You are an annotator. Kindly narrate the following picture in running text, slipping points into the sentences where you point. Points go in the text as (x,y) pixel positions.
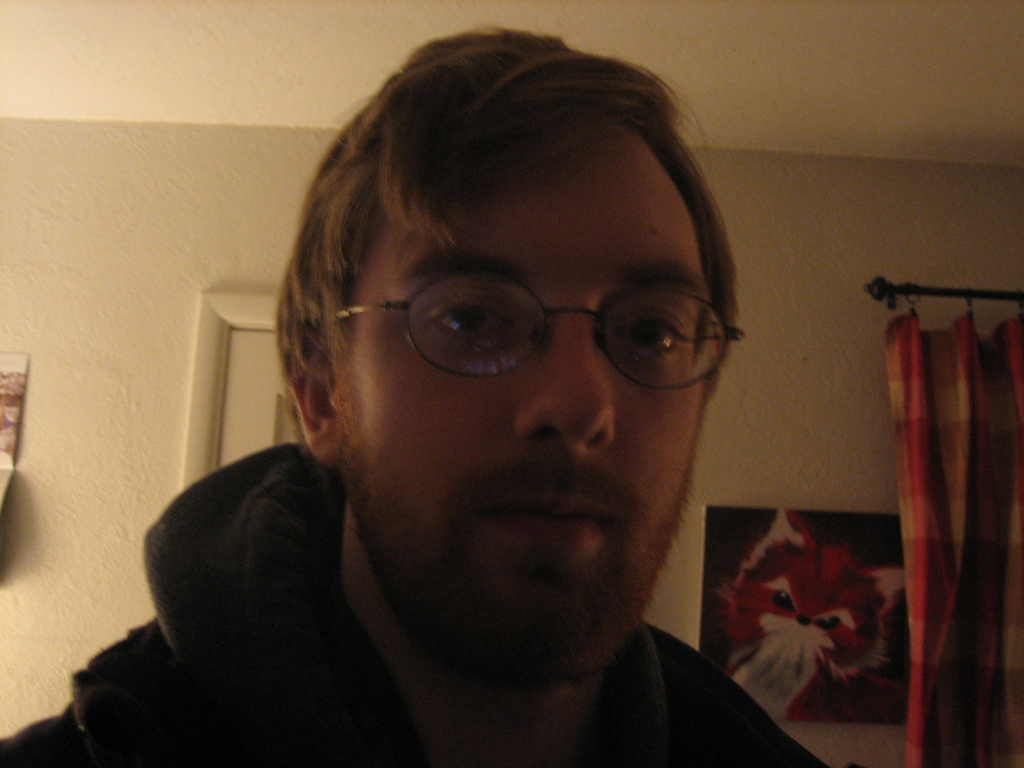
In this image in front (554,165) there is a person (495,236). Behind him there are photo frames (13,442) on the wall (786,354). On the right side of the image (1011,570) there is a curtain (960,383).
